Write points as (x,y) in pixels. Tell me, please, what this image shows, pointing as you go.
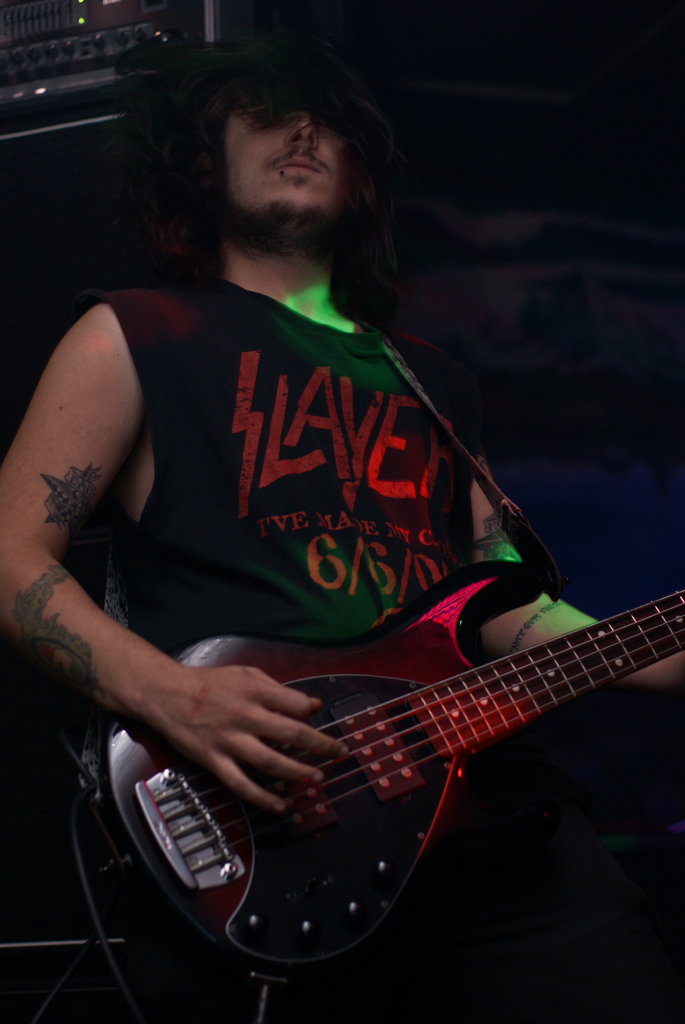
In this image I see a man (391,274) who is standing and holding a guitar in his hand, I can also see some tattoos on his hands (479,510) and he is wearing a tank top (93,299). In the background (64,296) I see an equipment (76,198).
